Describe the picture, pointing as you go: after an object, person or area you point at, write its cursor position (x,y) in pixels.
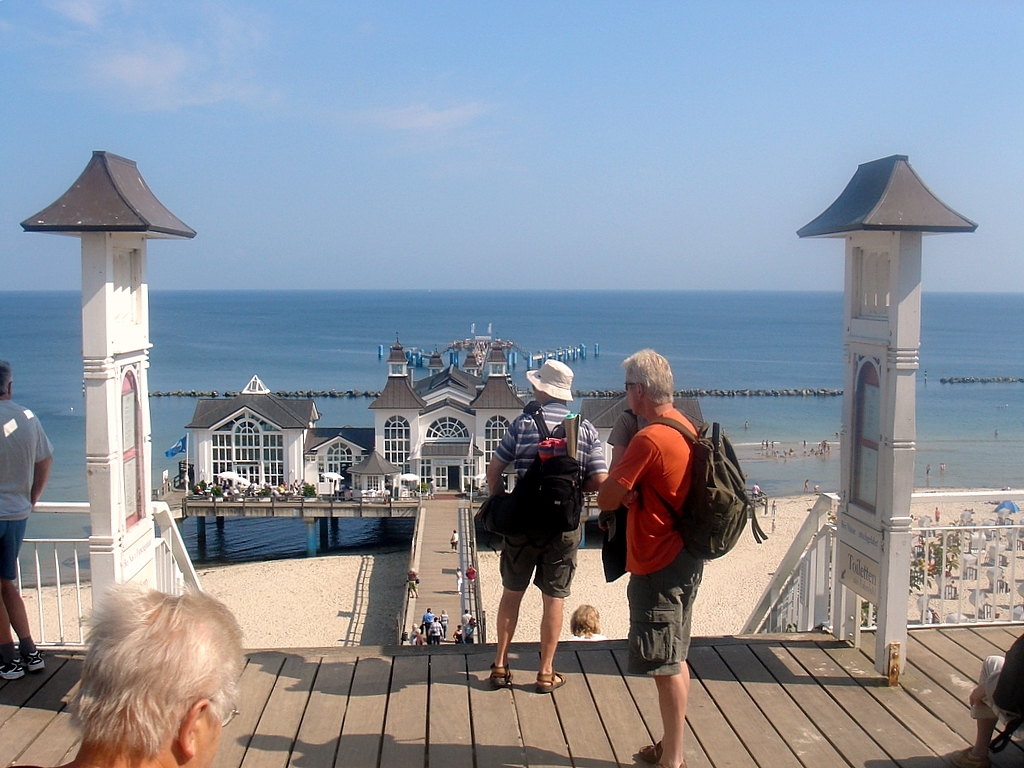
This is a picture of a beach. The water (749,356) is in blue color. Sky (671,136) is in blue color. This is a bridge (433,529) to travel from this end to that end. This is house (405,407). It is in white and ash color with a windows (256,453). The man (651,458) is standing in orange t-shirt (652,473) is carrying a bag (710,491). The man (555,409) is standing here wore a cap (549,379) and carrying a black bag (551,485).
